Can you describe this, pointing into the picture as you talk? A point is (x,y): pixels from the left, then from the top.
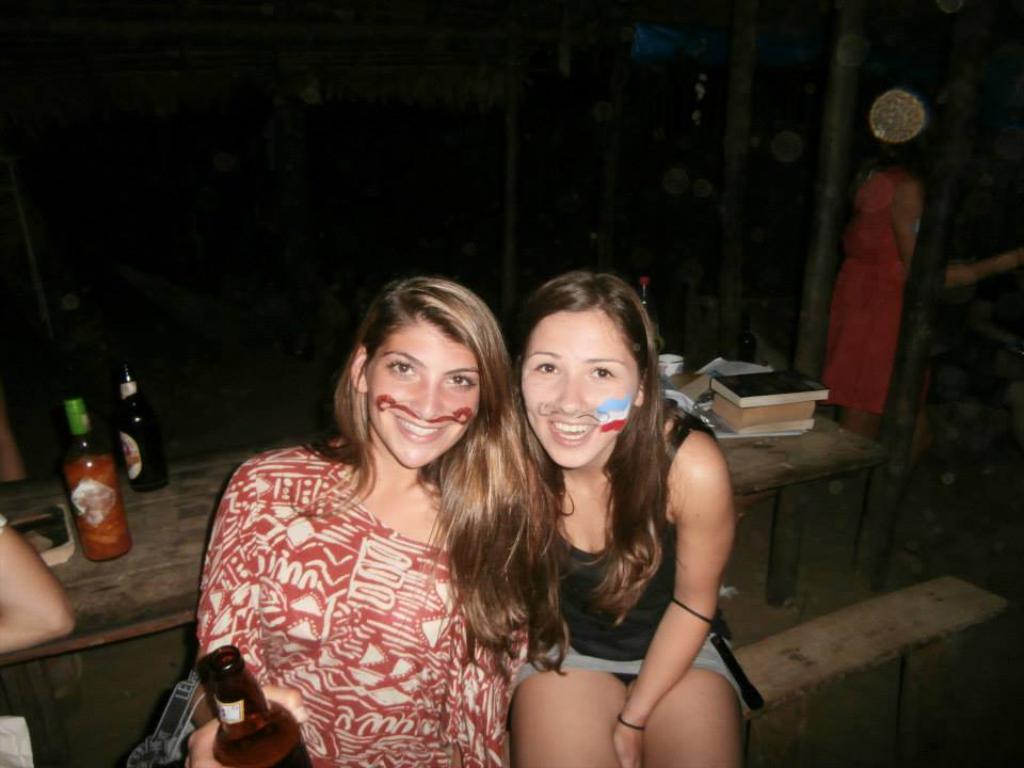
Two women (497,484) sitting, here there are bottles (120,446) and books (760,398).
